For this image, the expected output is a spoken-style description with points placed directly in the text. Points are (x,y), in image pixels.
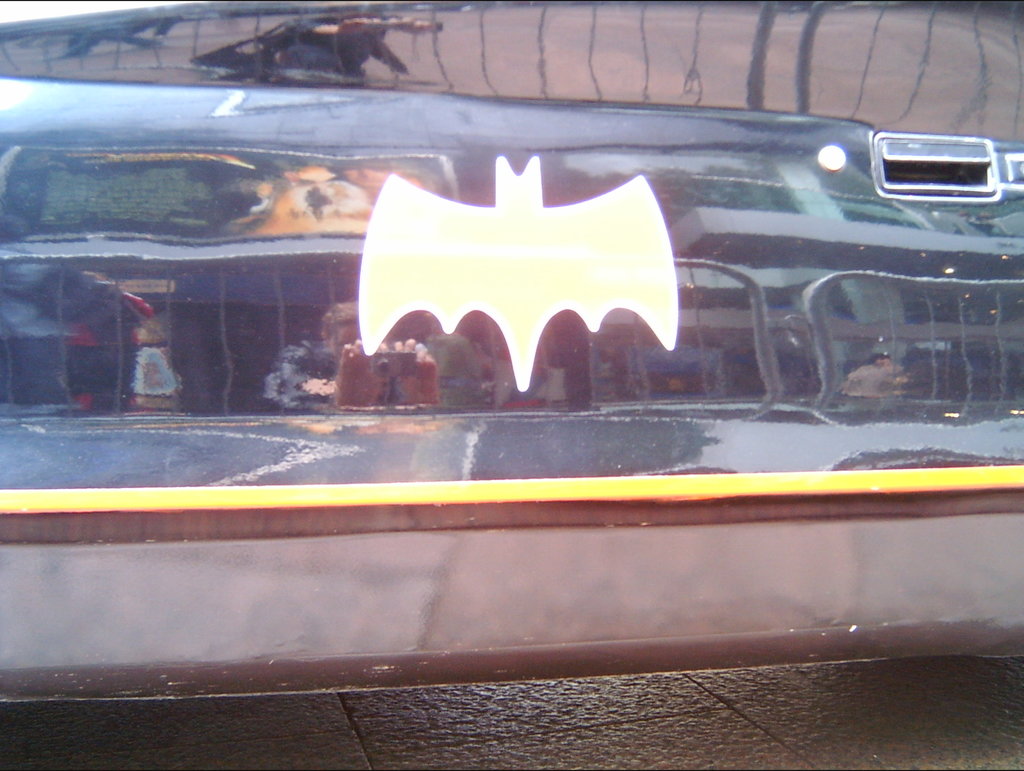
There is a symbol (508,195) of a bat (362,250) on a car (799,230). On which, there is a mirror image (282,35) of some objects (977,261).
